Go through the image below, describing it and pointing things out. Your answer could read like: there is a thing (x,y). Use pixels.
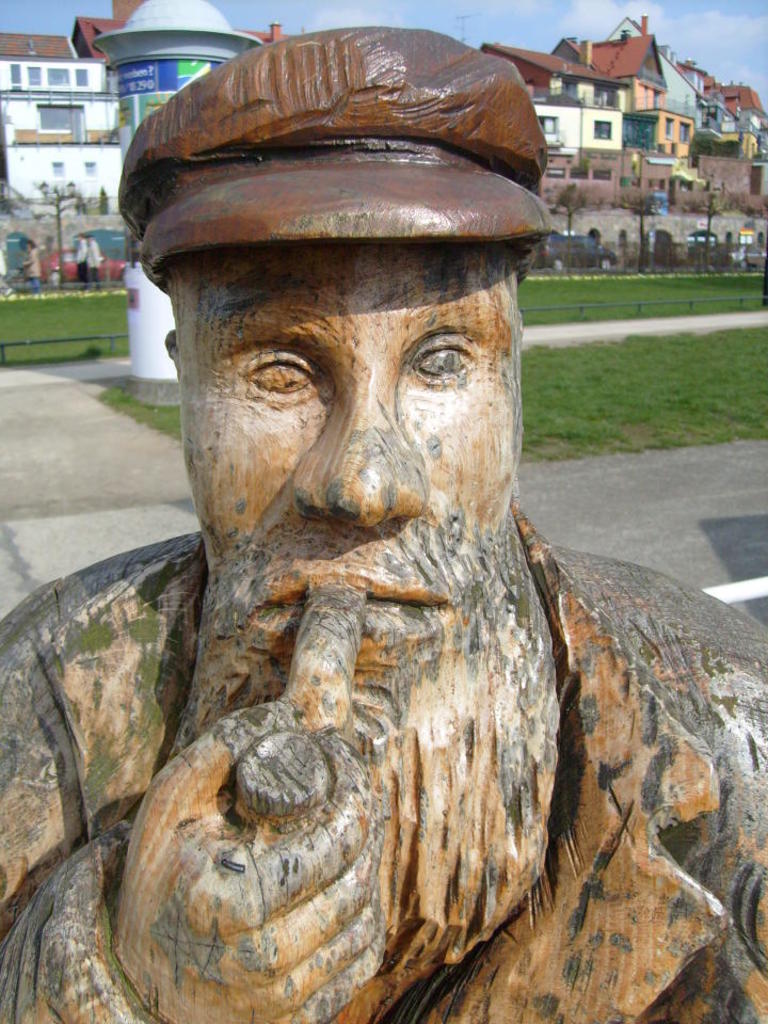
In the picture I can see the statue (394,551). In the background (619,370), I can see grass (681,310), buildings (672,146) and people (92,247). There is a sky (516,14) on the top of this image (510,30).
